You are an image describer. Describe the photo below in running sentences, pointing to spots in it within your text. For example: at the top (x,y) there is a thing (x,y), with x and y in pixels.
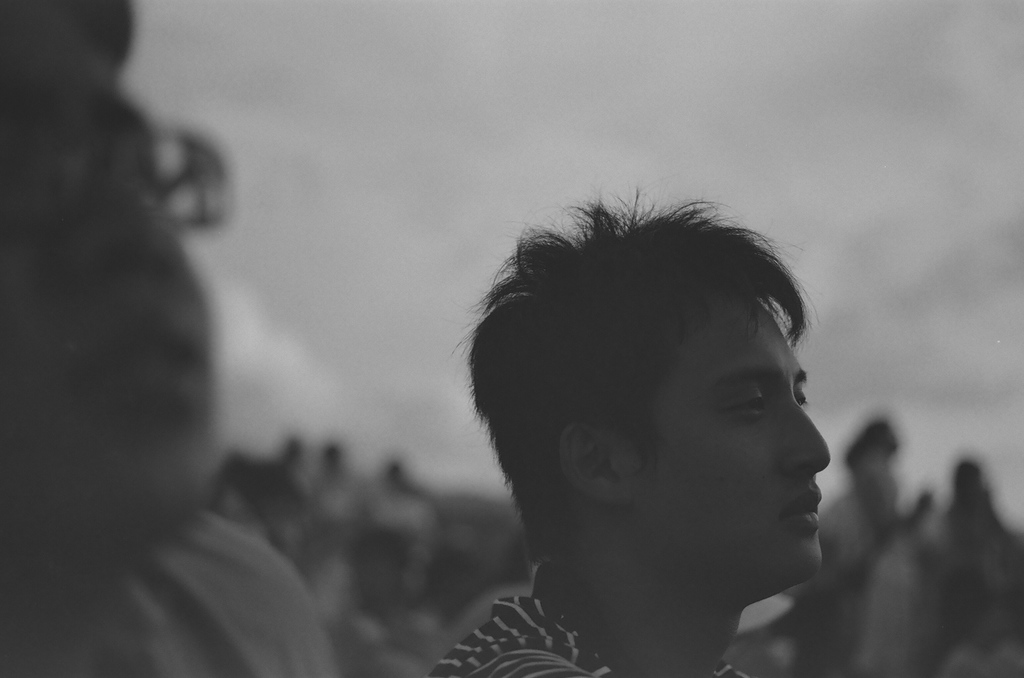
In this image I can see two persons (741,583), background (995,560) I can see few other persons (755,610) standing. The image is in black and white.
